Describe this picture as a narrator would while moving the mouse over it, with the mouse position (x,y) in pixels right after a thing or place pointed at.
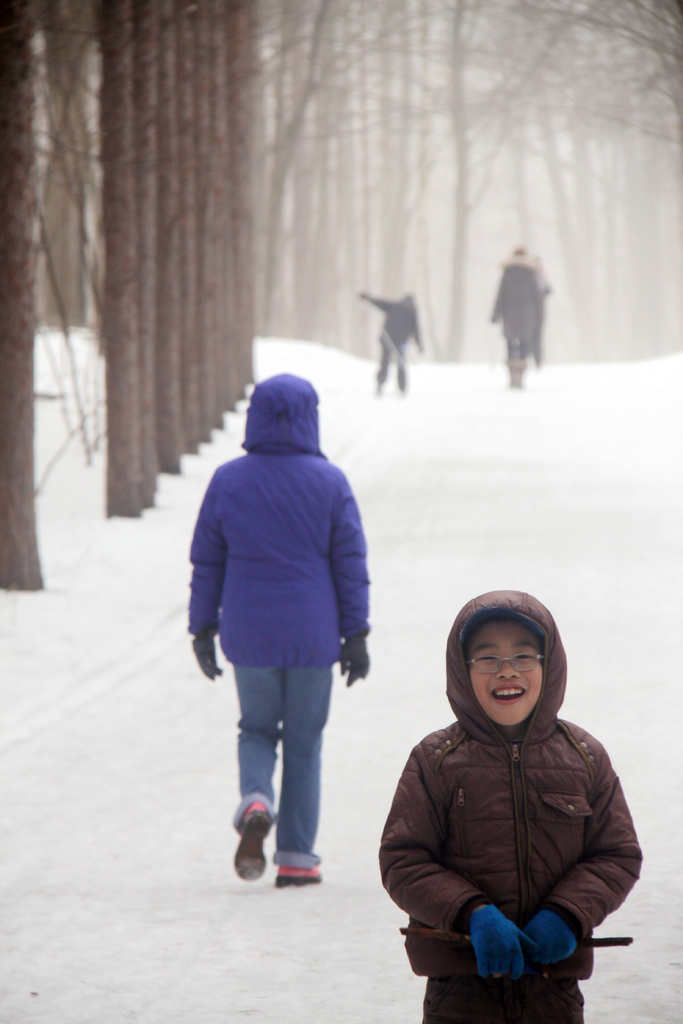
In this picture there is a person (509,1021) standing in the foreground (497,708) and laughing. At the back (302,773) there are group of people (336,654) walking and there are trees (139,351). At the bottom (92,851) there is snow (150,862).
